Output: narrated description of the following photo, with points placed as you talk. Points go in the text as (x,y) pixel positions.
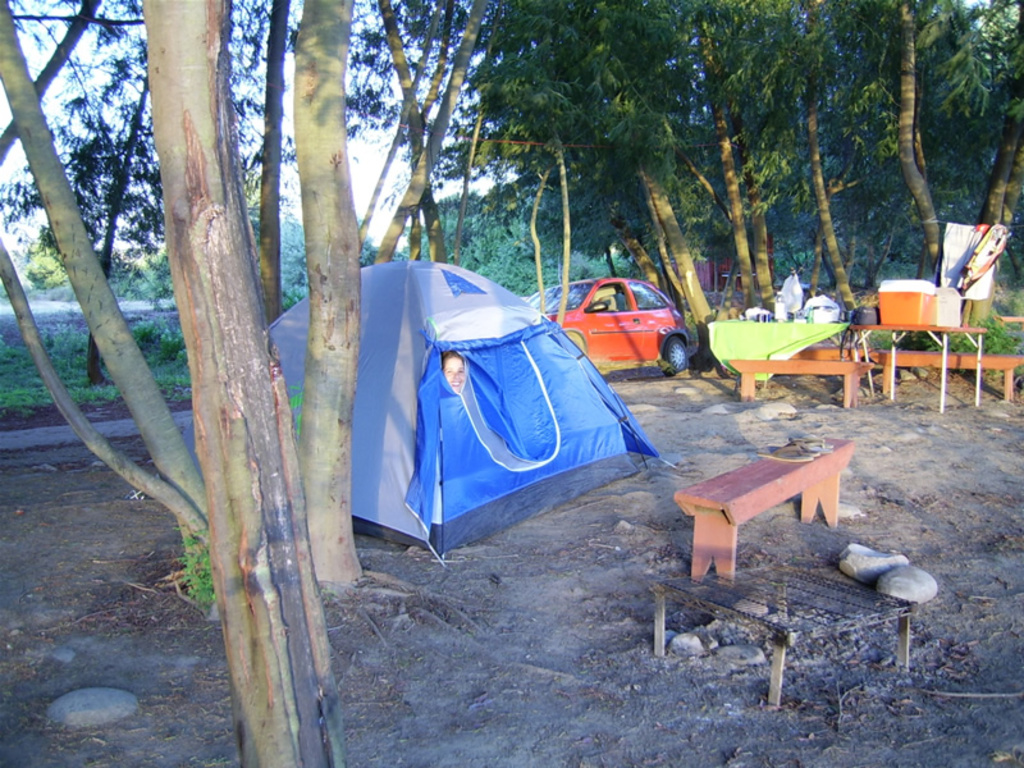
In the middle (449,492) it's a tent (495,478) and a person (452,379) is there in it. behind them there are trees (445,237). In the right side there is a car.
